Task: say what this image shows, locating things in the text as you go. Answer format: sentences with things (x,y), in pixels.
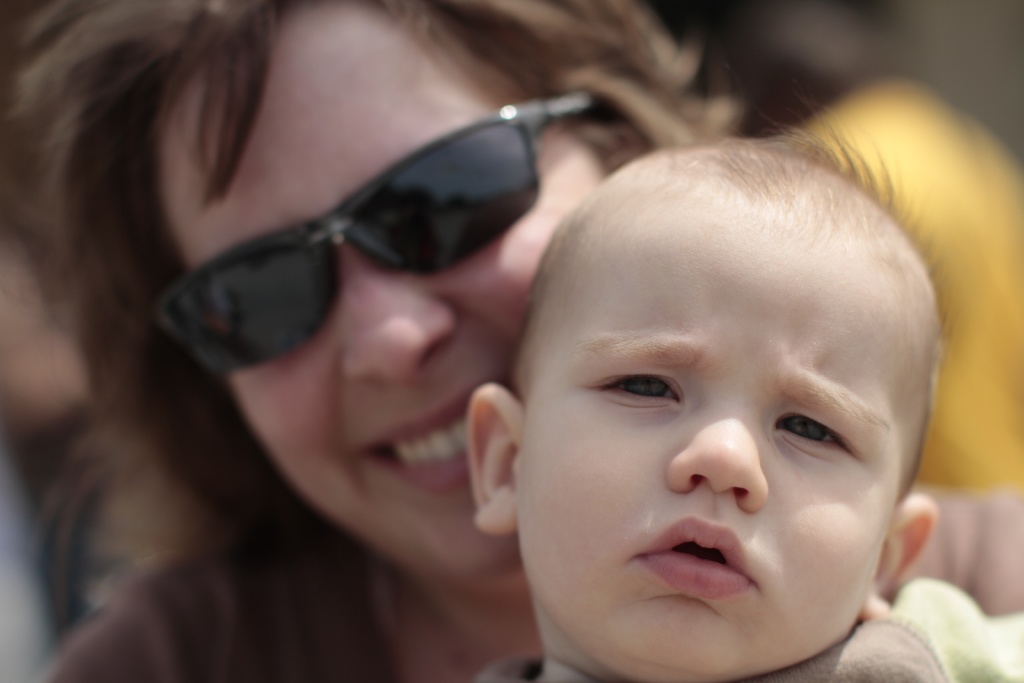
In this image I can see a woman (460,299) is smiling, she wore black color spectacles (443,256) and a baby (747,440) is looking at this side. This baby (937,641) wore brown and green color cloth (936,654).
